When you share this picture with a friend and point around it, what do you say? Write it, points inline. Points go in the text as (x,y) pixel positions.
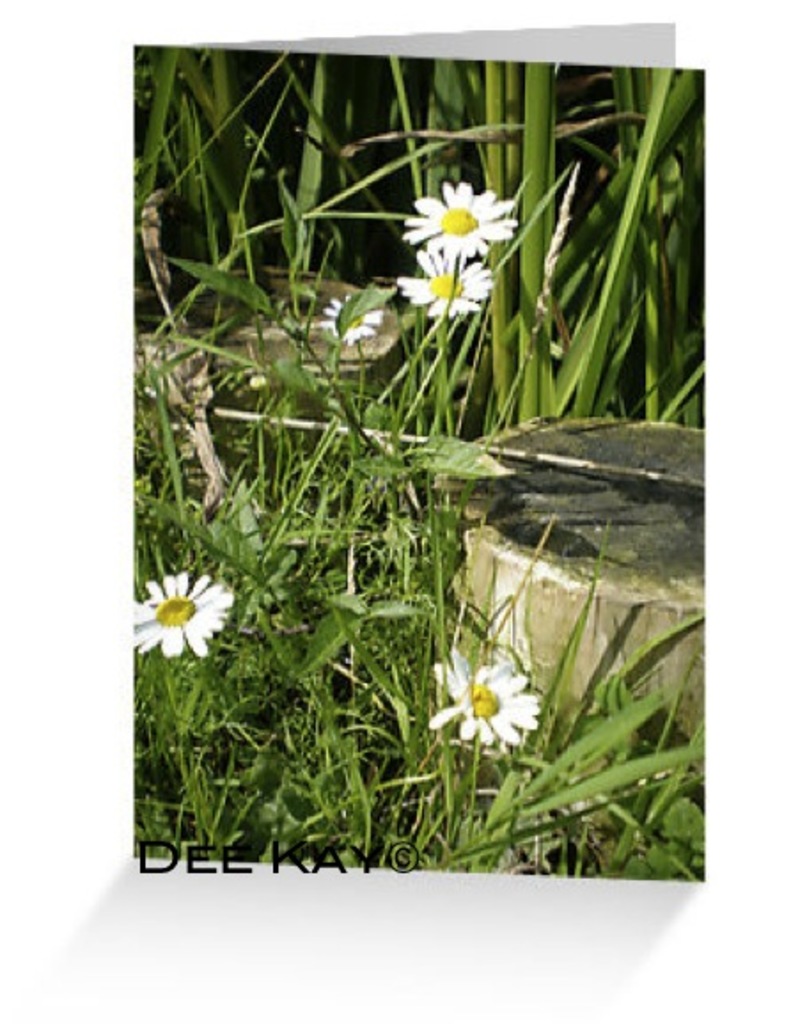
This is an edited image. We can see plants (332,305) with flowers (529,707) and objects (548,641) and there is a text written on the image.
